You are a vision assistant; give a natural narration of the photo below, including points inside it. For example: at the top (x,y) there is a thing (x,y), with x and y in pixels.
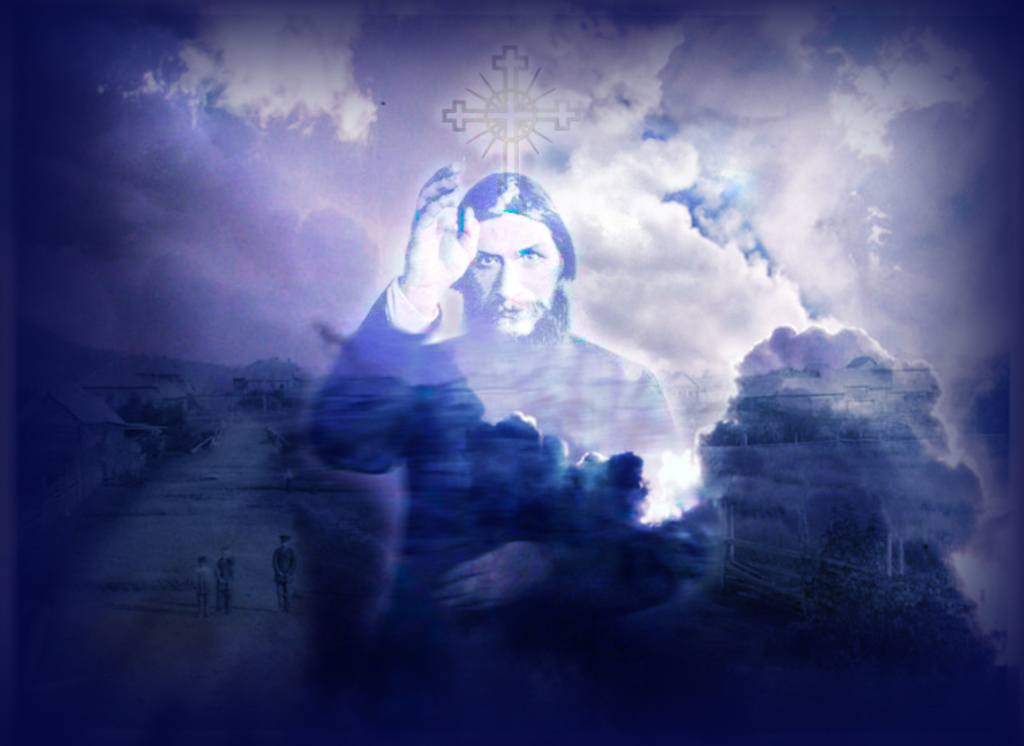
In this picture I can see a graphical image and I can see few people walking and I can see another human (534,419) and a cross symbol (511,138) and clouds (520,166) in the sky (37,38).
